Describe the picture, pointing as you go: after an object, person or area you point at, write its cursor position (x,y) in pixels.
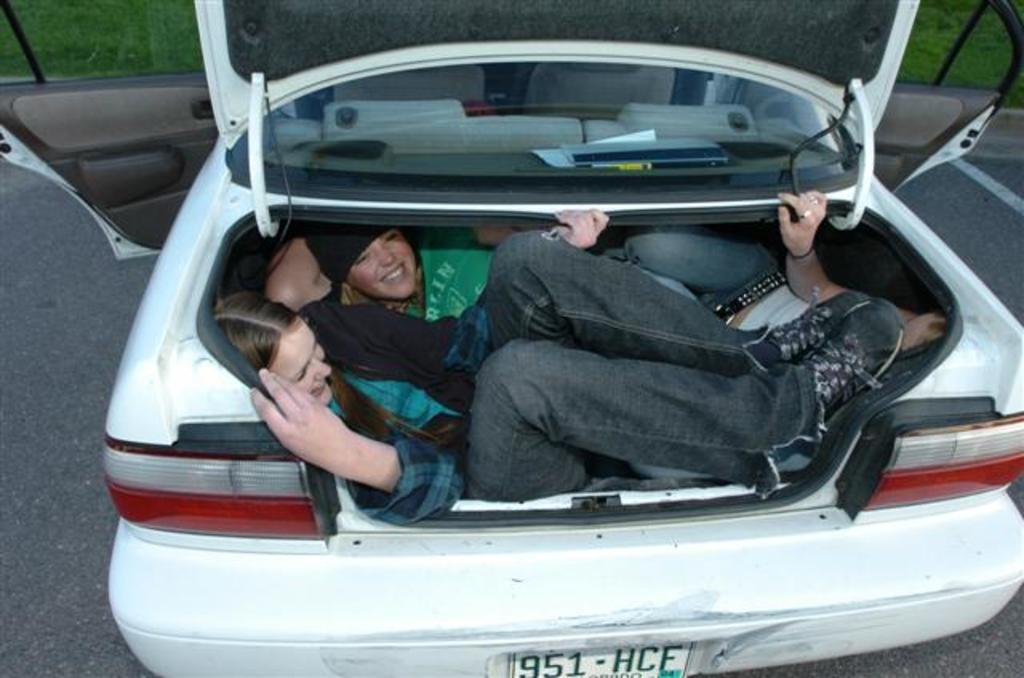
This is the picture taken in the outdoor, there are group of people (612,350) lying on a car (455,555). The car (460,523) is in white color. Background of the car (451,588) is a grass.
